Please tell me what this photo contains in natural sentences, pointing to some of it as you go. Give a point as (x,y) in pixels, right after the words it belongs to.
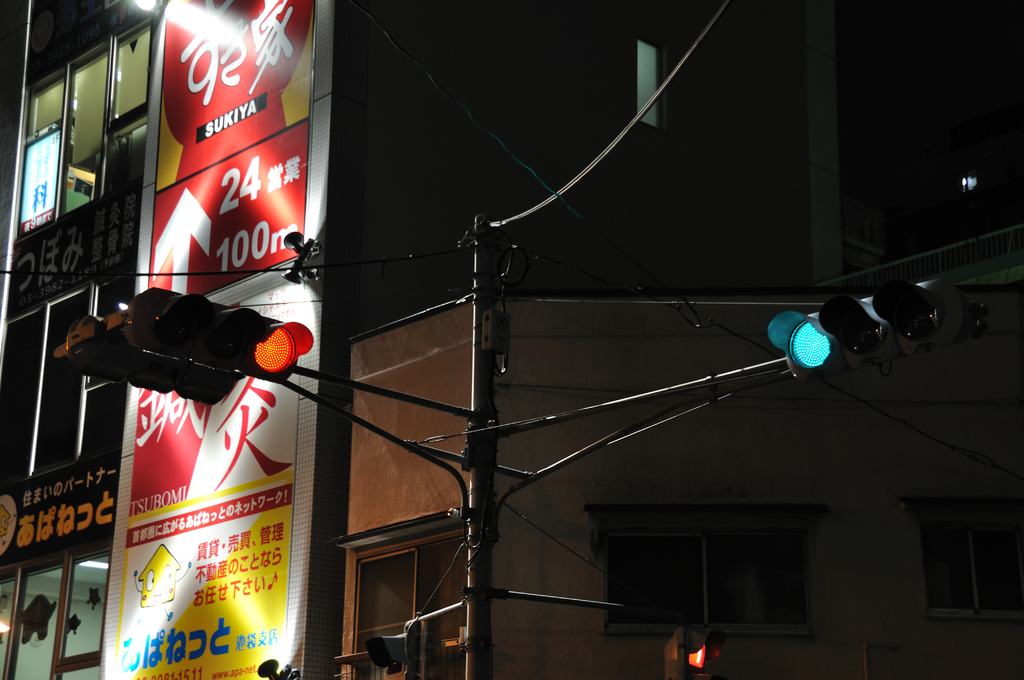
In this image I can see a building (392,277). On the building (336,270) I can see a flex banner (218,440). Here I can see traffic lights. This image is little bit dark.
